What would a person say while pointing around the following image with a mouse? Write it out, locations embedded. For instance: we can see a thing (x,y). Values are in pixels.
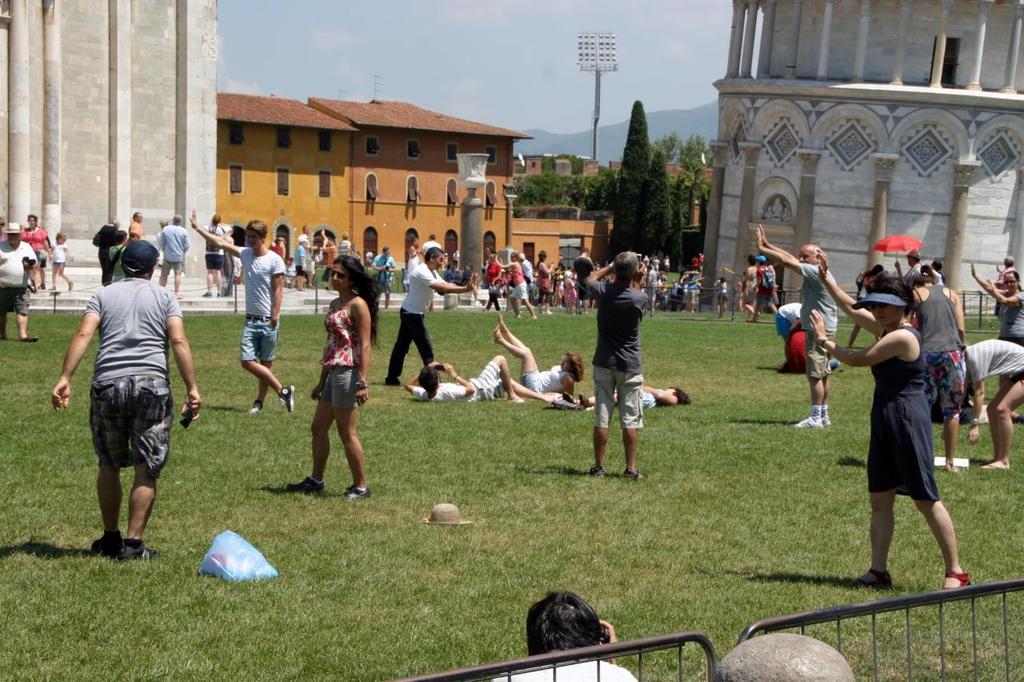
In this image, we can see persons (744,288) wearing clothes (127,433). There are buildings (412,180) and trees (572,178) in the middle of the image (668,247). There is a barricade stand (637,658) at the bottom of the image (580,657). There is a sky (492,108) at the top of the image (458,85).
